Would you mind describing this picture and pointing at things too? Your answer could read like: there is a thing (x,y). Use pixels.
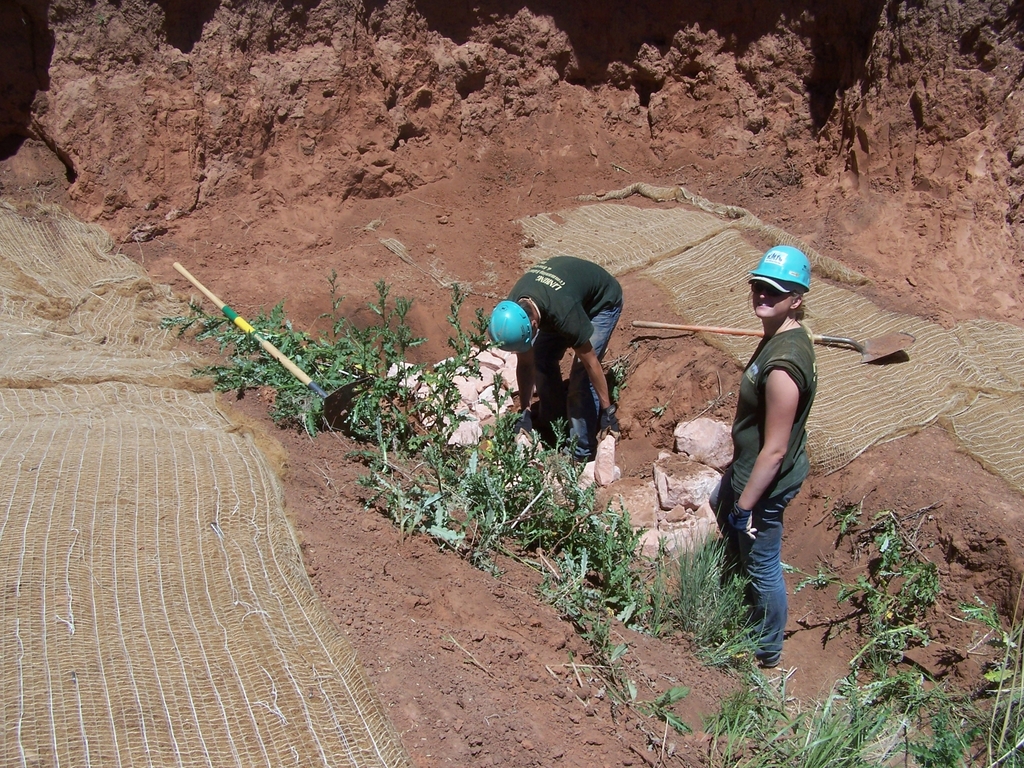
In the image I can see two people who are wearing the helmets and around there are some rocks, plants (724,728) and some other things (120,732) around.
